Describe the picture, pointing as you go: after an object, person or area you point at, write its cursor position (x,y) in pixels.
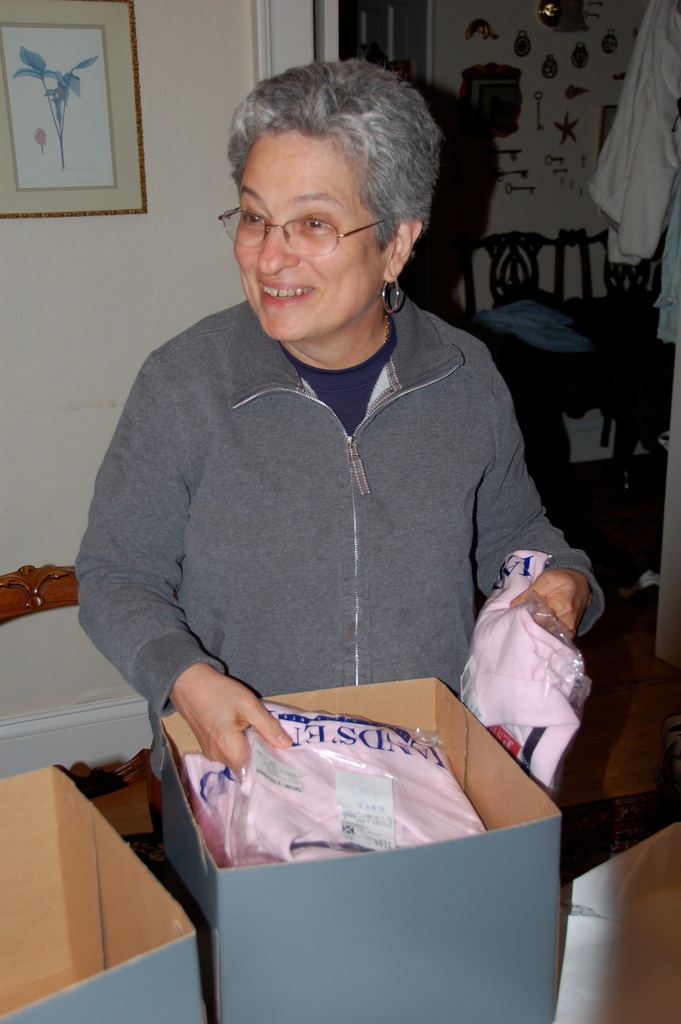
This is the woman (286,497) standing and smiling. She is holding the T-shirts (492,641) in her hands (522,600). This is the photo frame (89,101), which is attached to the wall (152,62). I can see the cardboard boxes (387,902), which are placed on the table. These are the chairs (573,358). I can see the stickers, which are attached to the wall (599,91). These are the clothes (653,121) hanging.
